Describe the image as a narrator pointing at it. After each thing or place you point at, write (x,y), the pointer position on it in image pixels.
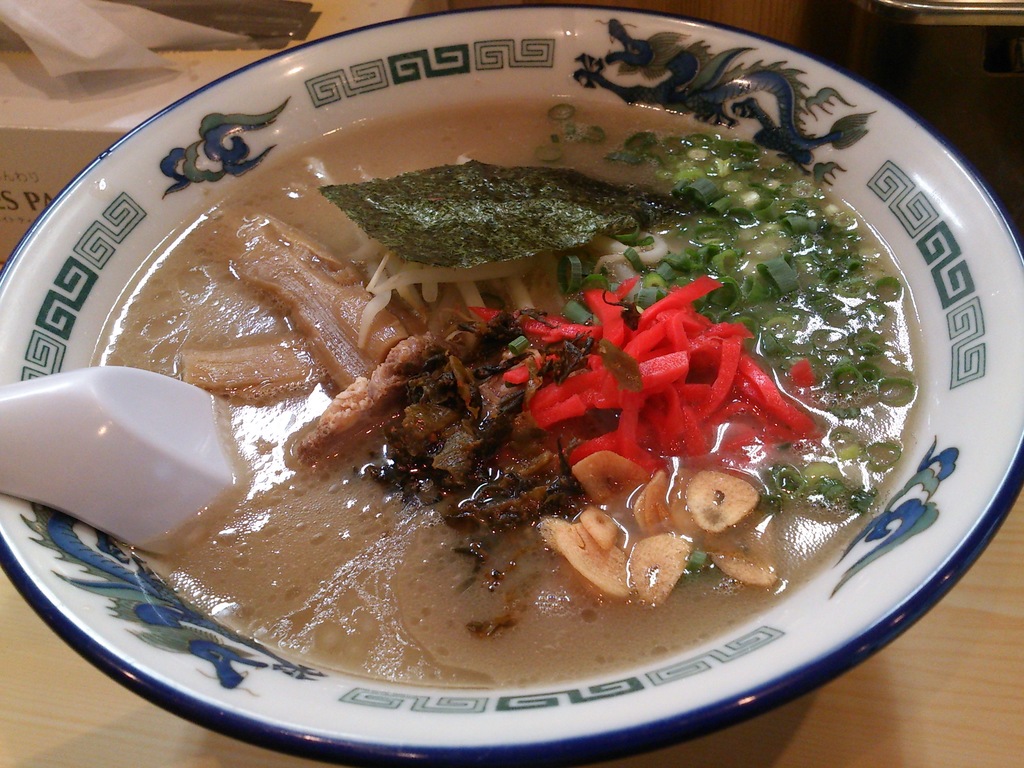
In this picture we can see a bowl (145,663) with food items (326,270) and a spoon (189,424) in it and this bowl (25,287) is placed on a table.
